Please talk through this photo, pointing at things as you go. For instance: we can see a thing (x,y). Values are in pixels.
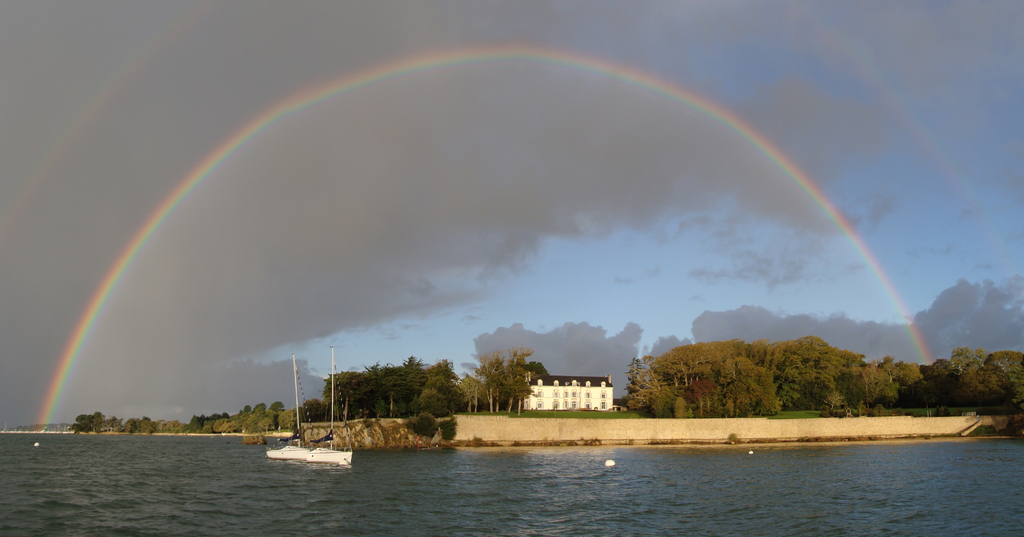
In the image in front there are ships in the water (588,483). In the center of the image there is a house (555,392). In the background of the image (378,381) there are trees (736,377), rainbow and sky (458,249).
